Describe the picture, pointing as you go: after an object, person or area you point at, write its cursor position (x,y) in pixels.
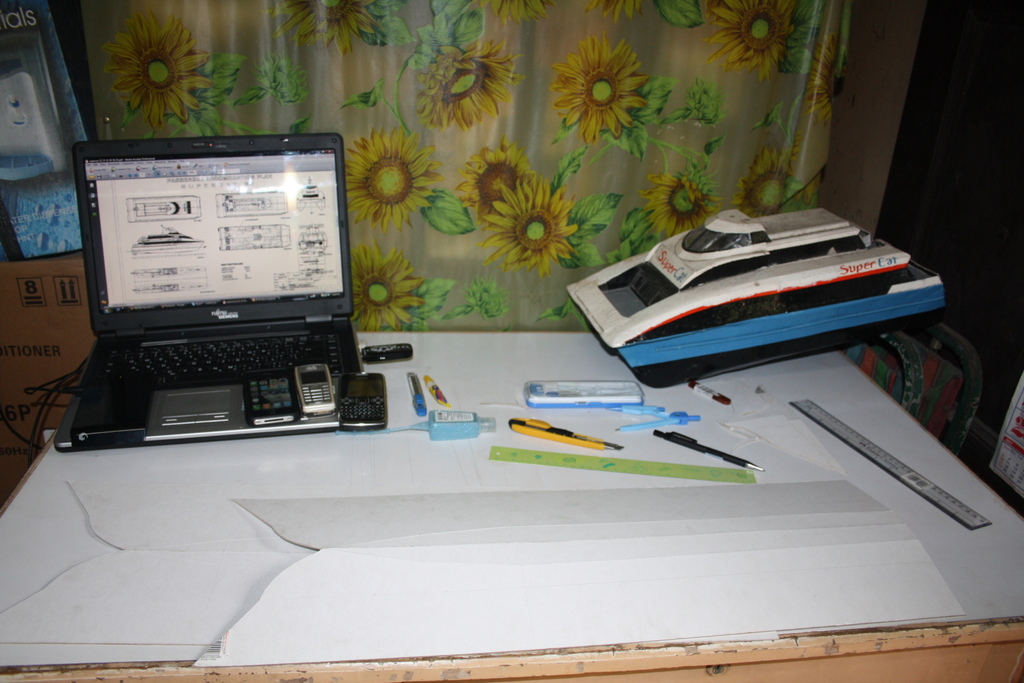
In this image I can see the laptop (219,390). I can see some mobiles (367,412) on the laptop (236,415). To the side I can see few pens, scales (602,462) and some objects (611,315). These are on the white color surface (591,351). To the left (30,325) I can see the cardboard boxes (62,239). In the background (502,149) I can see the curtain (710,191).
